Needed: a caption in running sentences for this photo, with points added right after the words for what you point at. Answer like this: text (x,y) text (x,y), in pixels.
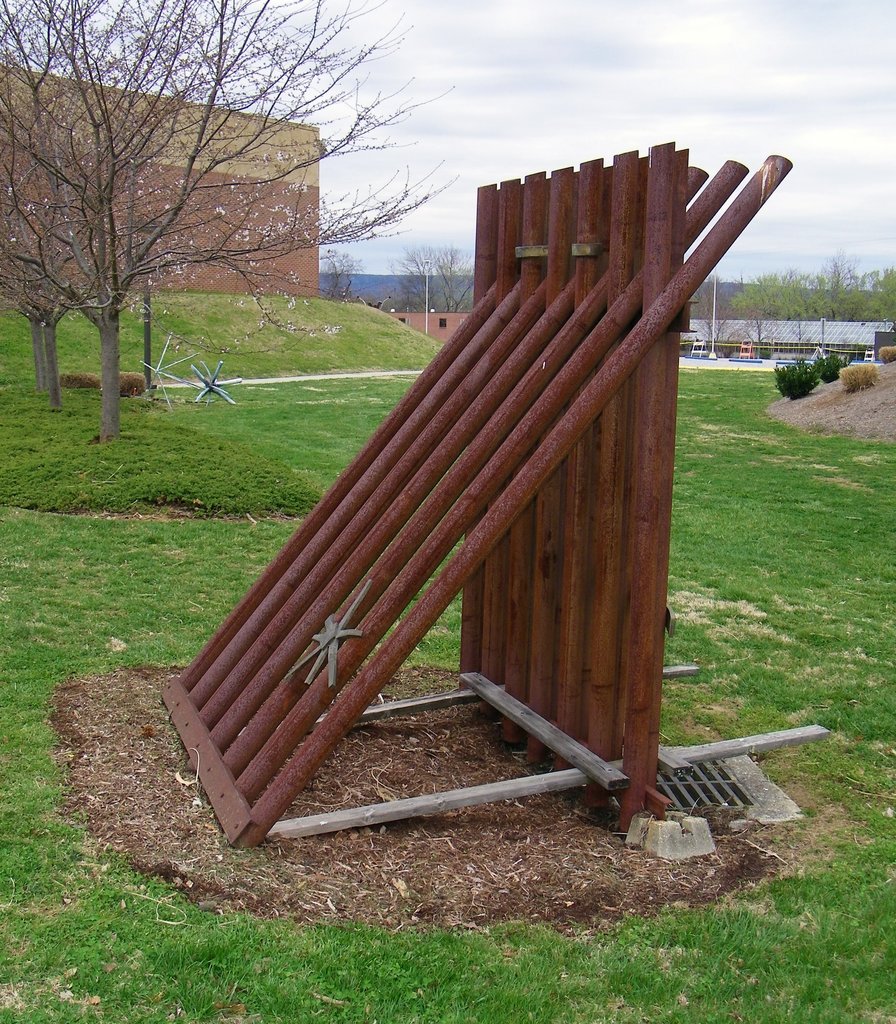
In this image in the center (340,610) there are some iron poles (490,444), at the bottom (877,710) there is grass (895,592). And in the background (830,276) there are some buildings (220,288), trees (283,292), poles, plants (806,391) and at the top (549,79) there is sky (476,83).
